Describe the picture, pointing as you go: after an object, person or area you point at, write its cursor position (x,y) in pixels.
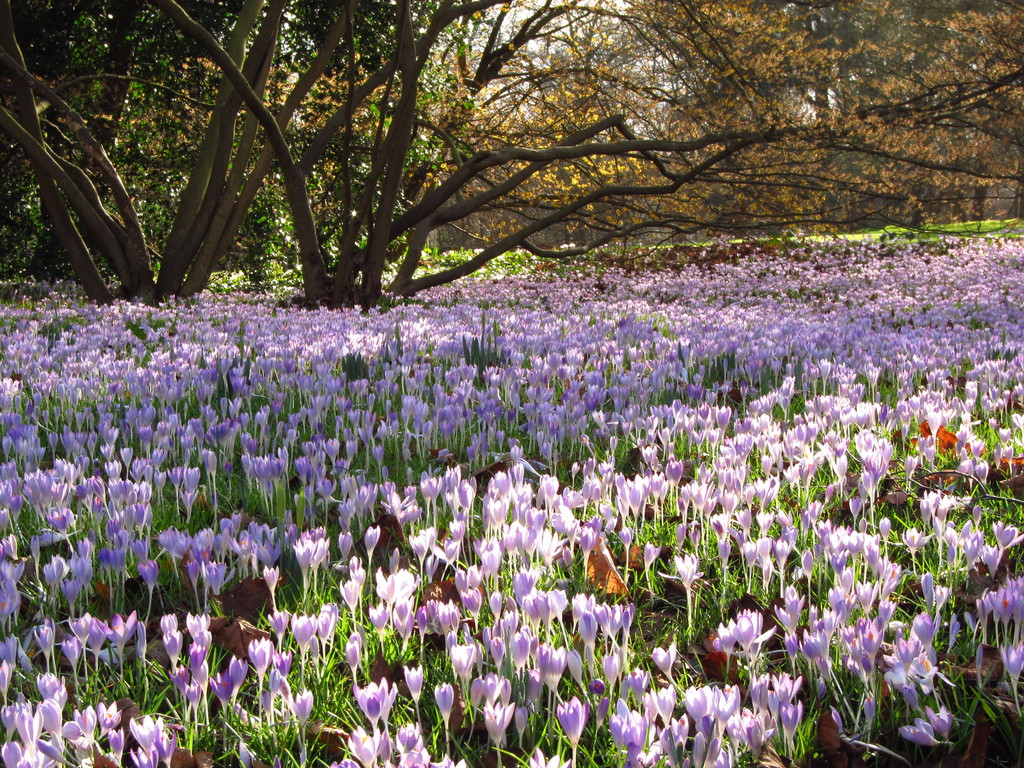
In this image we can see many flowers (505,500) with plants (501,448) and trees (306,165) behind the plants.
